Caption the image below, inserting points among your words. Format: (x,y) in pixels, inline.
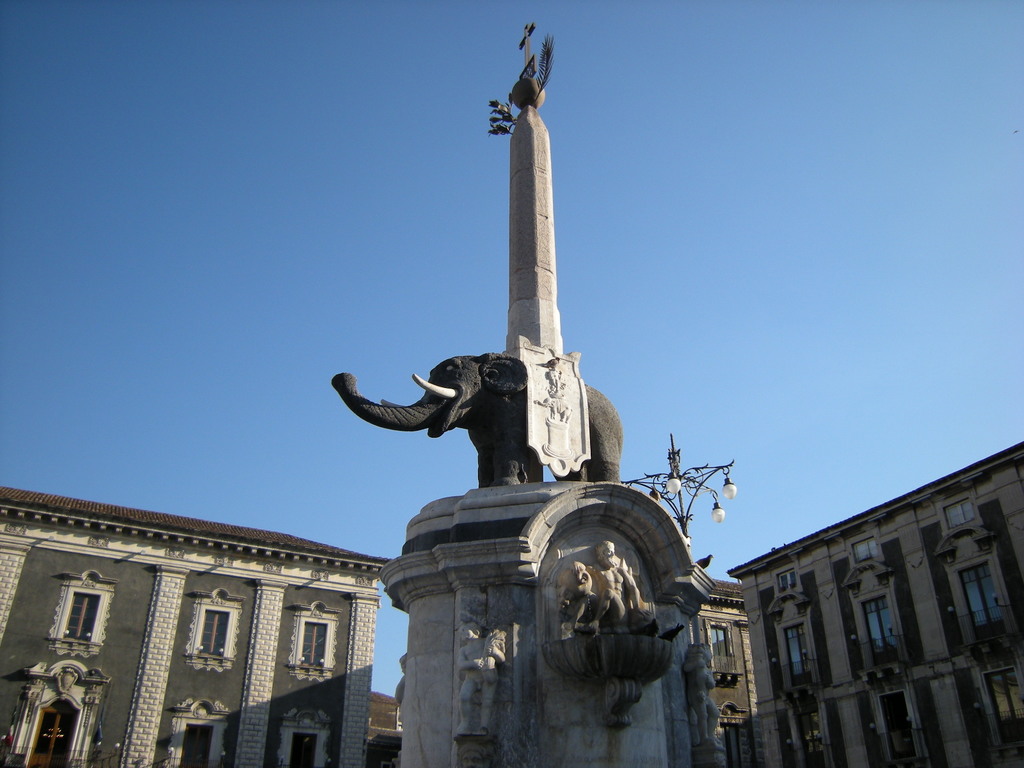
In this image I can see few buildings (724,716), number of windows (57,627), sculptures (592,598), lights (678,488) and the sky (424,261) in background (415,253).
